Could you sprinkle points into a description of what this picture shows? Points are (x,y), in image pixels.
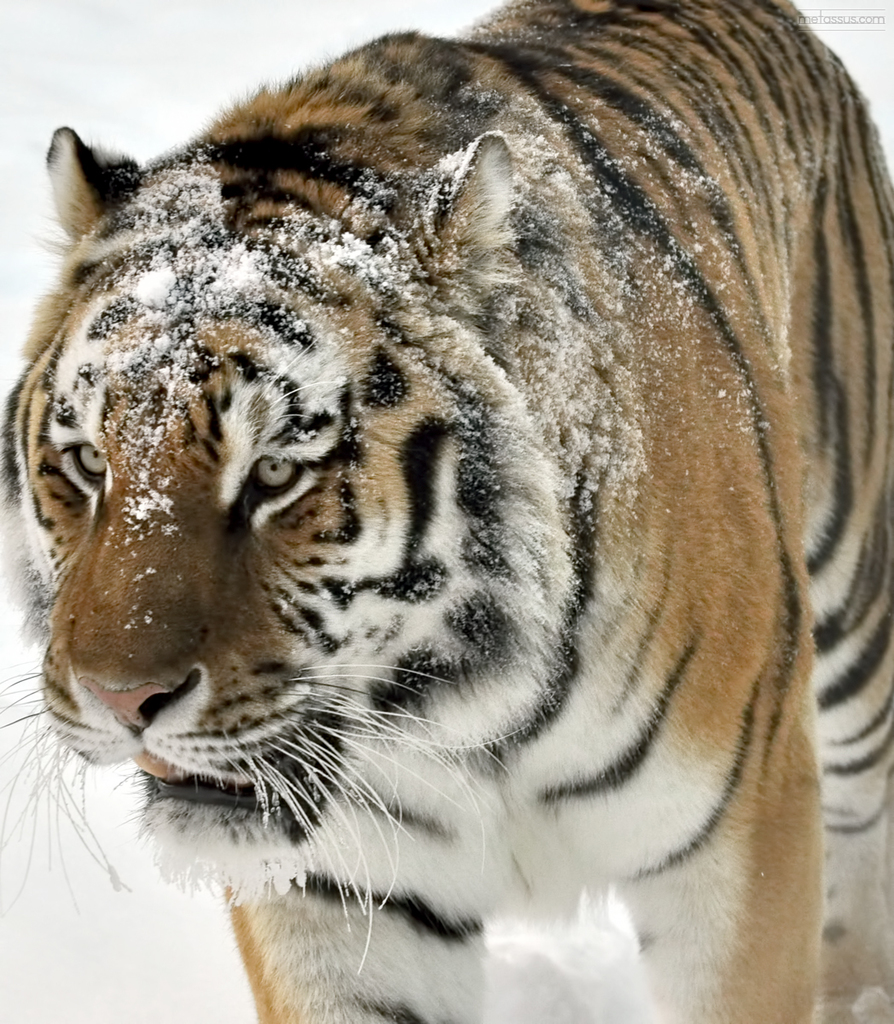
In this image in front (617,279) there is a tiger (321,332). At the bottom of the image (142,958) there is snow (132,966) and there is some text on the top right of the image (856,25).
